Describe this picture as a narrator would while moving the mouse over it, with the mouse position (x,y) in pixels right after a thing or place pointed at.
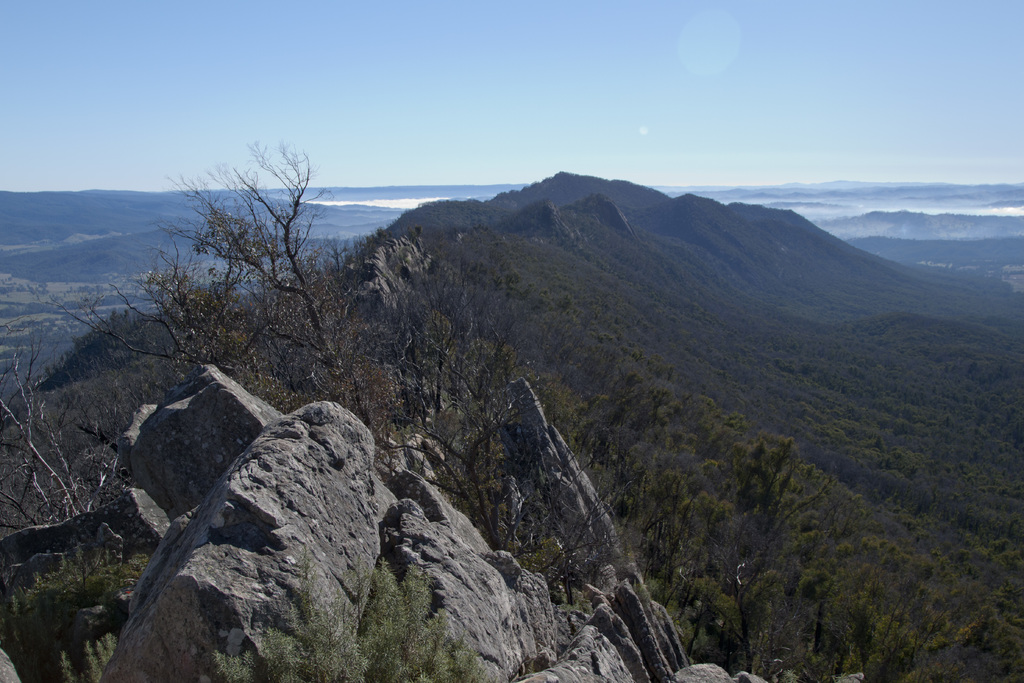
It is a big hill (689,458), there are trees (712,469) on it. at the top (433,88) it's a clear sky (480,94) and in the long back side it is fog (895,202).
